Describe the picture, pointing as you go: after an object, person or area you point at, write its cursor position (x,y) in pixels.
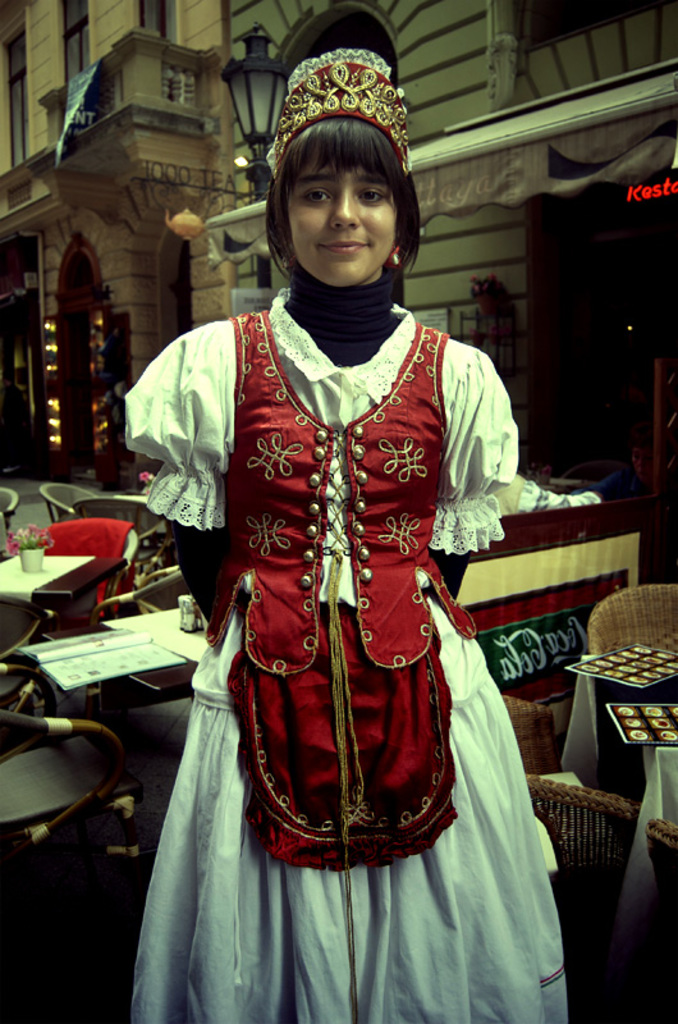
In this image I can see a woman (338,553) standing in the center of the picture (321,492) and posing for the picture. I can see a building (171,126) behind her, tables (32,589) and chairs (629,610) with some other objects (600,568).
